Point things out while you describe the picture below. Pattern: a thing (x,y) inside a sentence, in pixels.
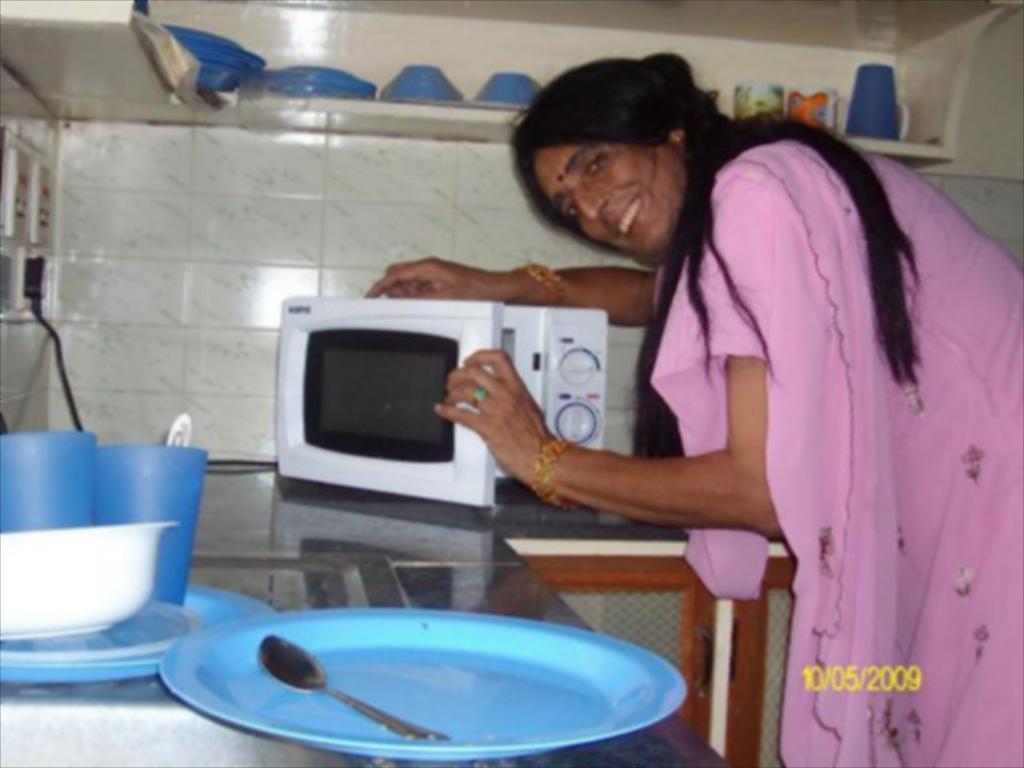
In this picture we can see a woman (846,495) standing and smiling, microwave oven (571,379), plates (220,605), glass (85,505), spoon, bowl (151,527), switchboard (23,291), wall (51,135), cupboards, shelf (348,119) with cups (756,102) and some objects (268,97) on it.
